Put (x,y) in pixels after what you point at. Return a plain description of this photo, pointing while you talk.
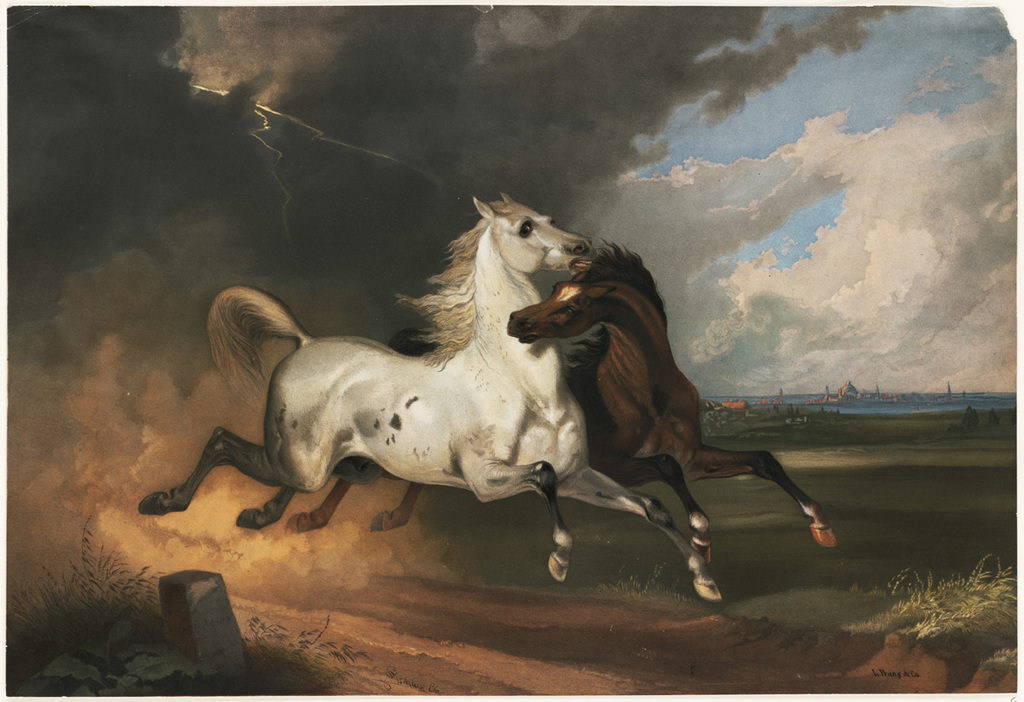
In this image there is a painting (333,260) of two horses (570,386), grass (718,541) on the surface (838,572). At the bottom left side of the image (184,611) there is a stone (190,626) and a plant (99,663), behind the horses (268,385) there is dust (119,471) in the air. In the background (847,397) there is a building (853,396), river (864,405) and the sky (563,157).
